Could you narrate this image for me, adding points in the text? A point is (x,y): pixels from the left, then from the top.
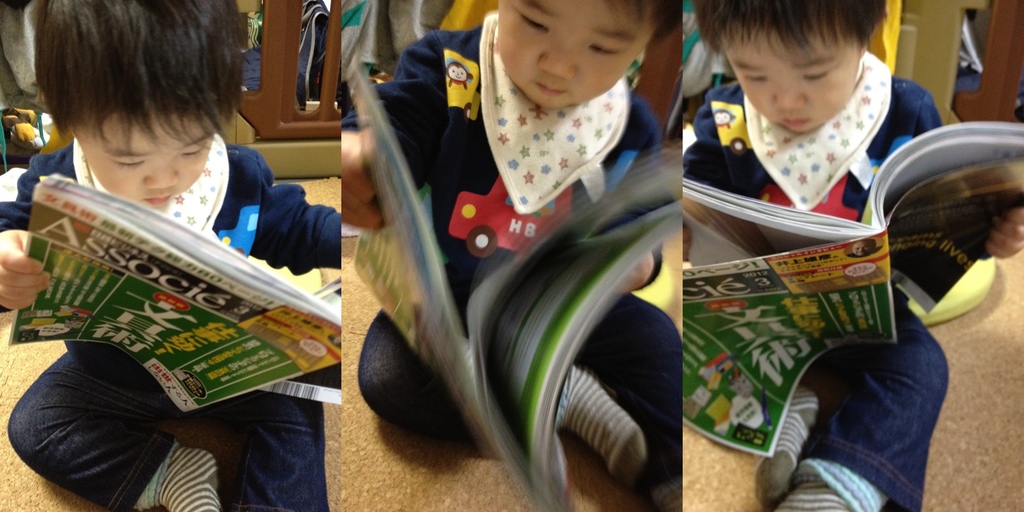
Here this image looks like an collage, in which we can see a child (164,192) is sitting over a place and reading the book (587,273) present in his hands (638,264).
